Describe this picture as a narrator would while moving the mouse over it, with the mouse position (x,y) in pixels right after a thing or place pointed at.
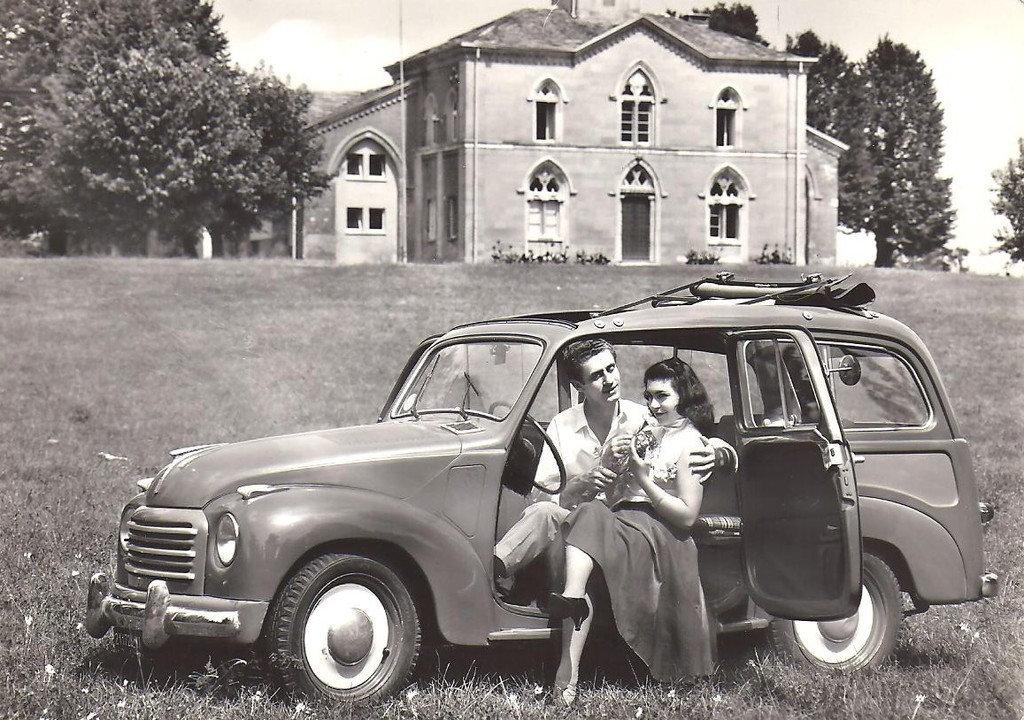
In this image I can see a man (547,459) and a woman (610,505) are sitting in a car (521,477). In the background (58,140) I can see few trees (305,122) and a building (508,206).
